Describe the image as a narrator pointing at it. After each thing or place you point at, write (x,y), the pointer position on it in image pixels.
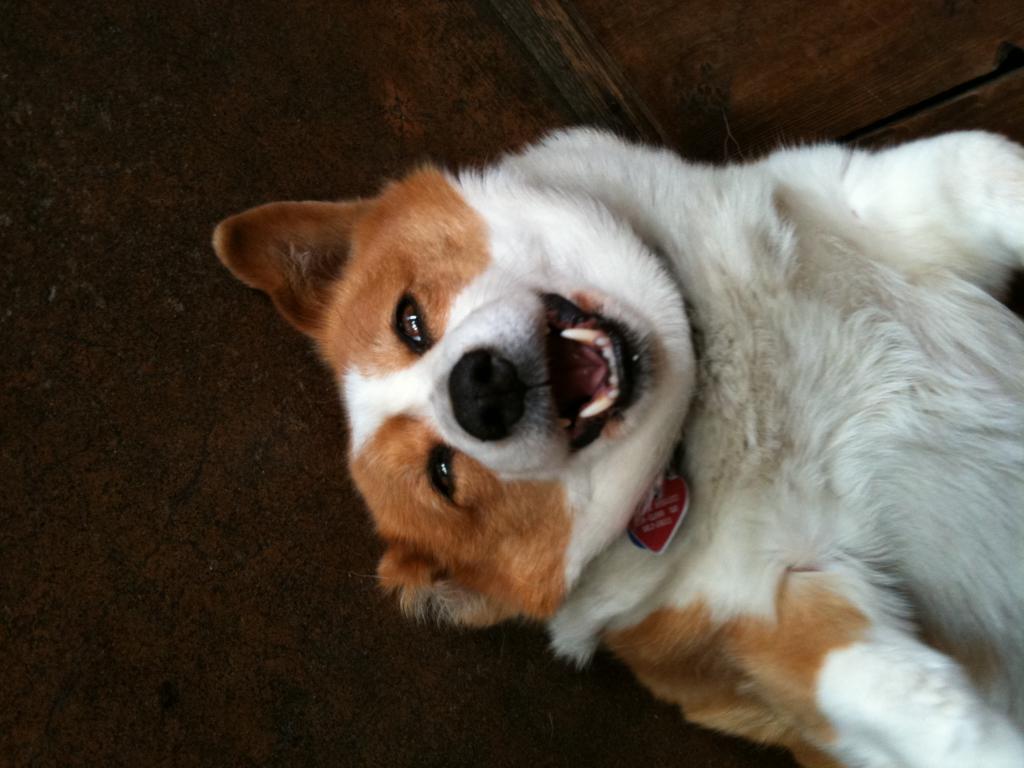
In this image, we can see a dog (715,525) wearing a belt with a locket (664,488) and lying on the surface (262,513). In the top right of the image (756,96), there is a wooden object (784,109).
